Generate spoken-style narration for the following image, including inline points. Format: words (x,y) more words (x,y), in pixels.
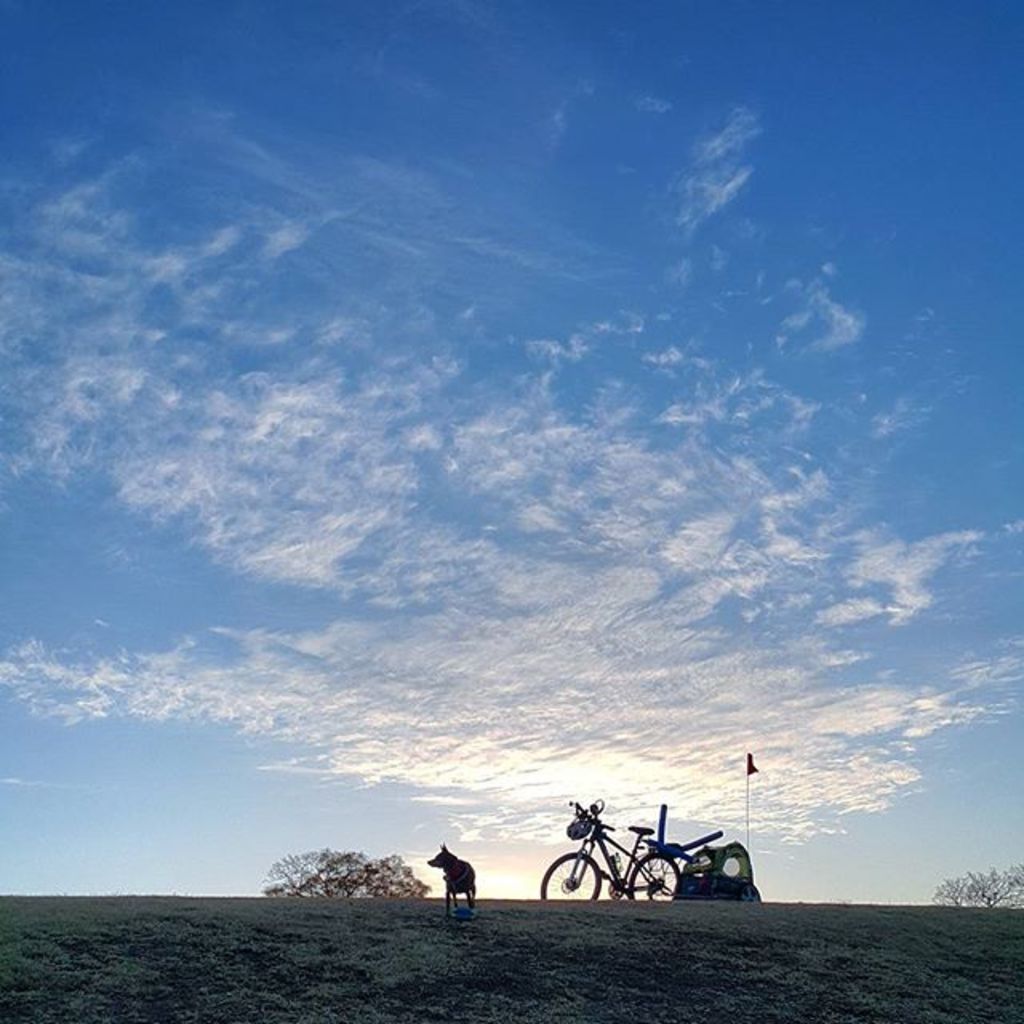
In this picture there is a dog (452,863), bicycle (638,869), and a flag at the bottom side of the image (631,855), it seems to be there is a trailer (745,854) in the image and there are trees (971,891) at the bottom side of the image (415,865) and there is sky (586,323) in the image.
